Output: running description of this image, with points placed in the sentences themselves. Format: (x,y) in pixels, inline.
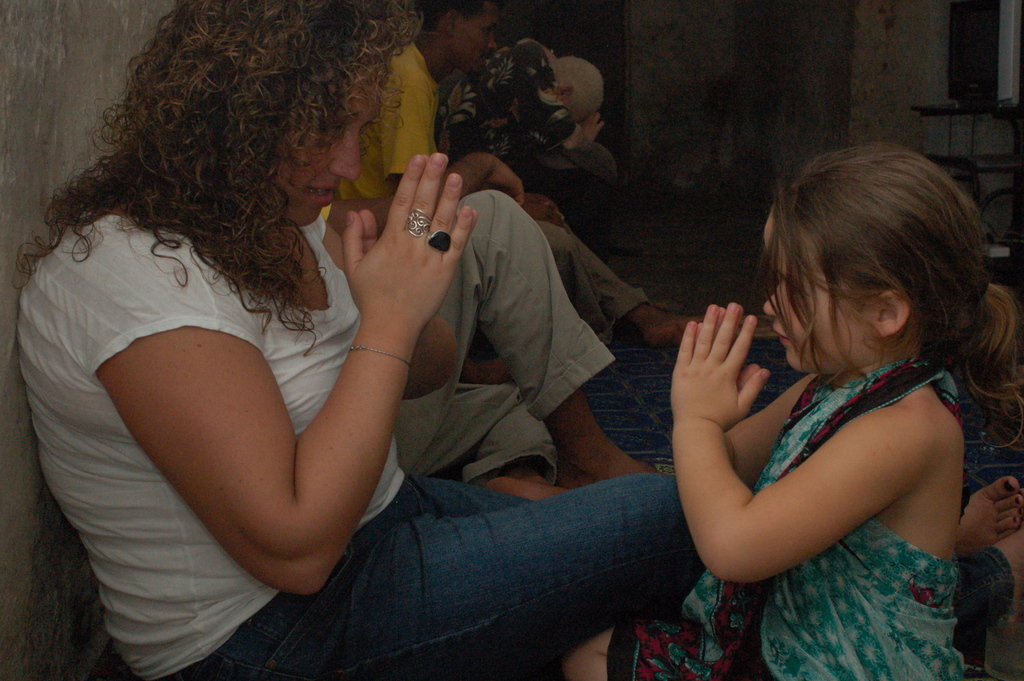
In this image in the foreground (226,277) there is one woman (331,356), and one girl (817,596) sitting and they are putting their hands (382,251) together. And in the background (471,232) there are some people (560,245) sitting, at the bottom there is one mat (764,358) and on the left side (108,127) there is a wall (95,40). In the background (783,110) there is wall (798,89) and some objects (978,81).
